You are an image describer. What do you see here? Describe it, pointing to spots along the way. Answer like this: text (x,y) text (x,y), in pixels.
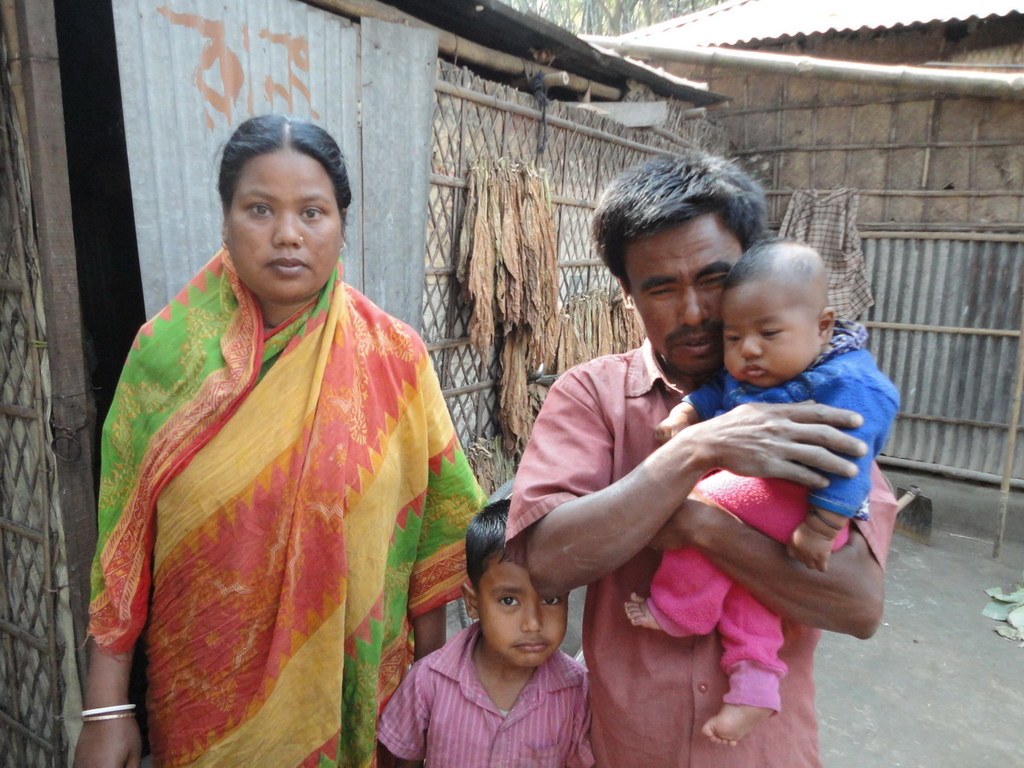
In this image we can see a group of people (521,523) standing. In that a man (613,605) is carrying a baby (758,667). On the backside (994,163) we can see some houses (484,408) with roof (599,68), metal sheets (366,222) and wood (594,83). We can also see a hand plow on the ground (924,580) and some clothes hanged to a wall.
